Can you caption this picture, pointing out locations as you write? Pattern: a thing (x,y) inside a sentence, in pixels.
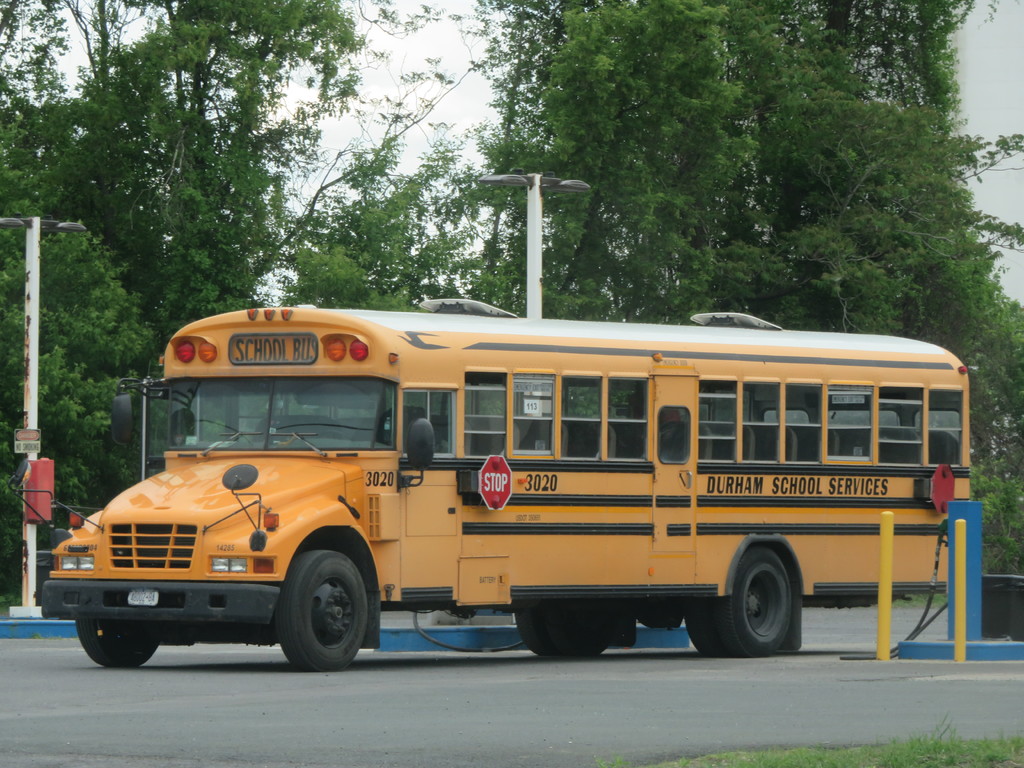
This image is clicked on the road (633,687). There is a bus (436,456) parked on the road (794,692). There is text (848,486) on the bus (457,483). Behind the bus (340,407) there are trees (648,184) and street light poles (82,230). At the top (452,148) there is the sky (377,93). In the bottom right (862,748) there is grass (911,759) on the ground (846,752).
